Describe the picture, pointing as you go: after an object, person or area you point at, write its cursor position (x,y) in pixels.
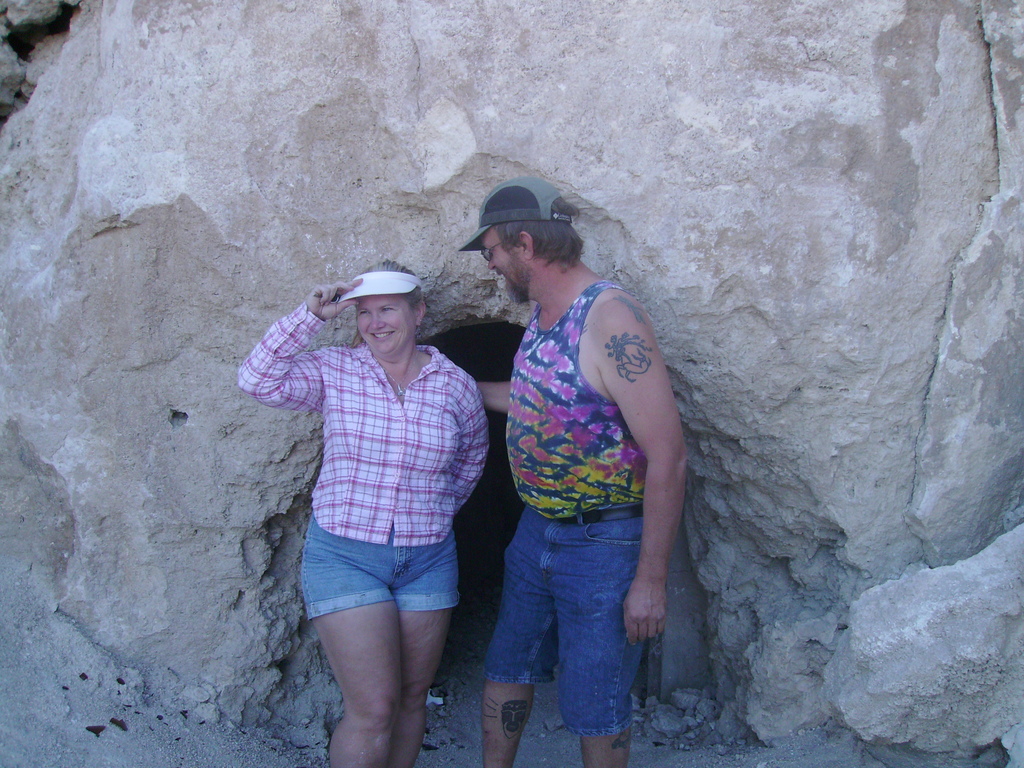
In this picture I can see a man (557,407) and a woman (454,450) standing and I can see caps (358,289) on their heads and looks like a rock (603,237) in the background (719,208).
